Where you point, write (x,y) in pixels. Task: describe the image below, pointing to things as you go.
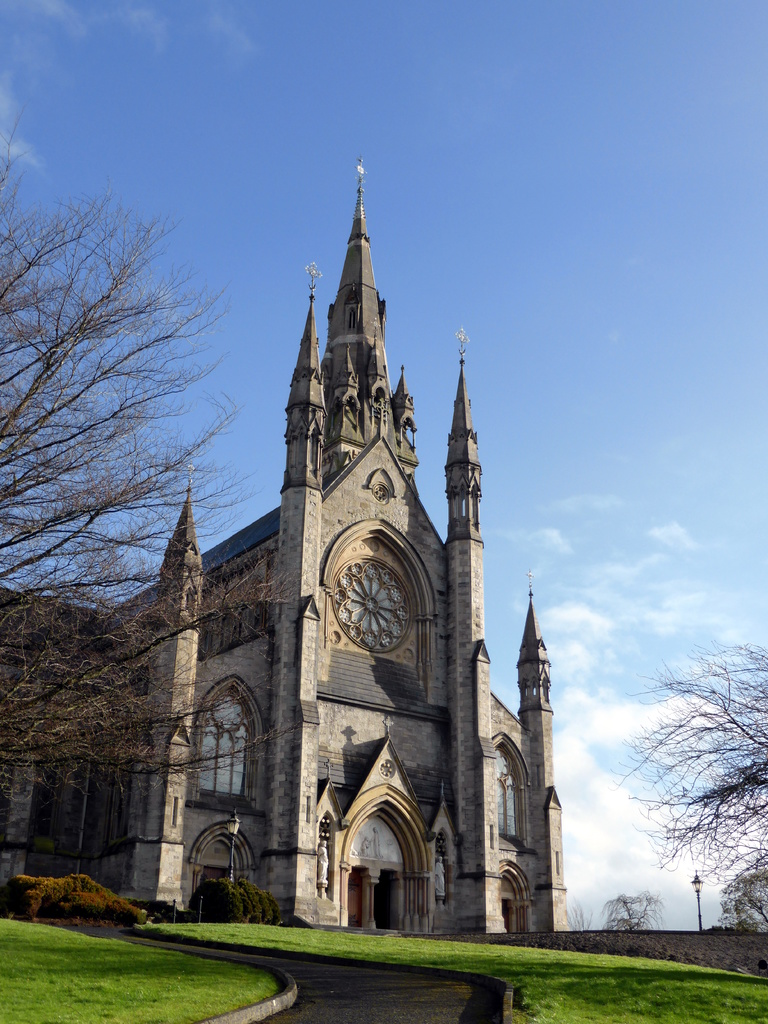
Here in this picture we can see a church building (173,656) present on the ground (88,941) over there and we can see the ground (251,962) is fully covered with grass (717,985) and we can also see bushes (235,919), plants (228,889) and trees (730,763) also present and we can also see lamp posts (235,825) and clouds (582,619) in the sky (508,489) over there.
